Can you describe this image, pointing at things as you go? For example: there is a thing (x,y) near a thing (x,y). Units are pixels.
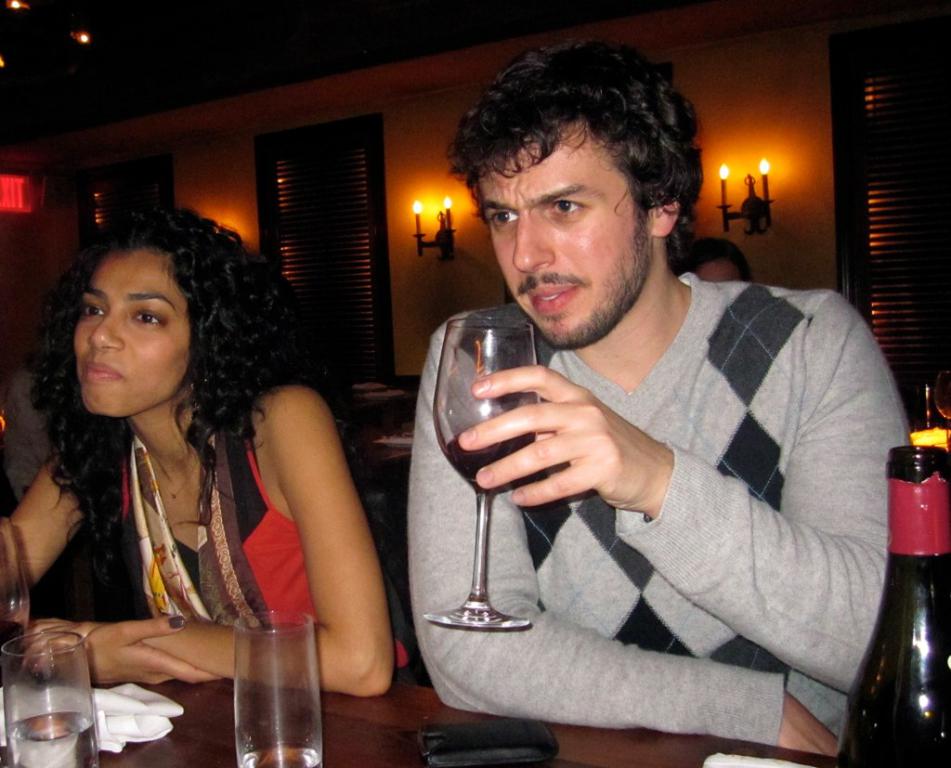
In this picture we can see a woman (317,393) and a man (444,505) sitting on the chairs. He is holding a glass (452,412) with his hand (478,445). This is table (394,723). On the table (393,740) there are glasses (61,653). On the background (372,183) we can see a door (347,181) and this is wall (237,209). And these are the candles (737,220). Here we can see a bottle (903,637).
